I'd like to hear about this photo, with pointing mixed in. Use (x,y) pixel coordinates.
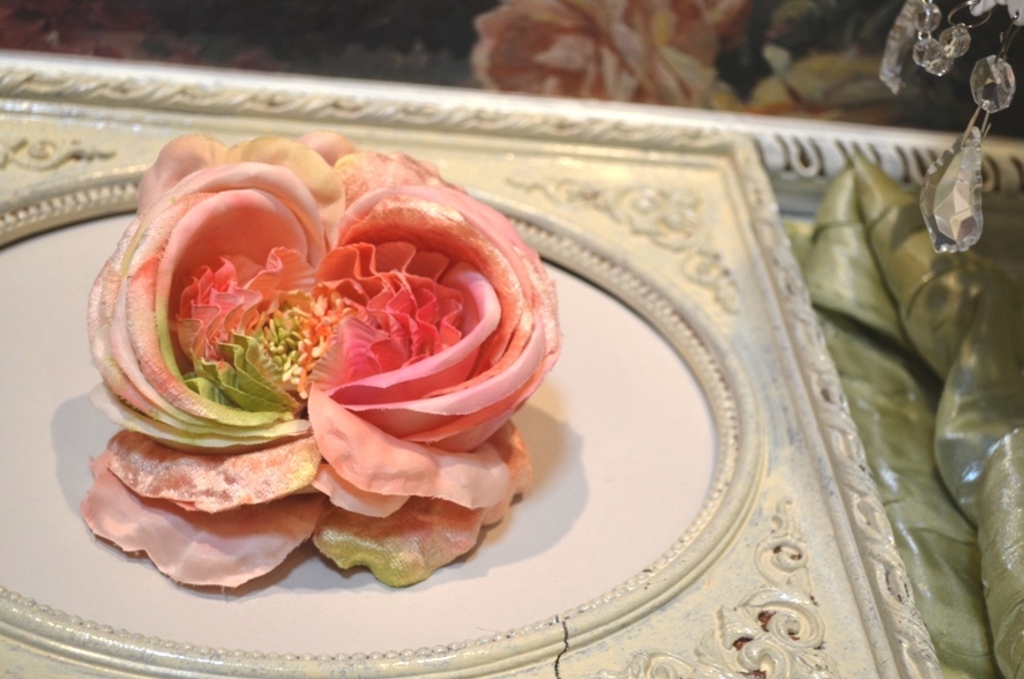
In the middle of the image (575,241) there is a picture frame (644,296) on the table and there is a rose (407,330) on the picture frame (605,336). On the right side of the image (924,311) there is a cloth (939,313) and there is an object (943,174).
